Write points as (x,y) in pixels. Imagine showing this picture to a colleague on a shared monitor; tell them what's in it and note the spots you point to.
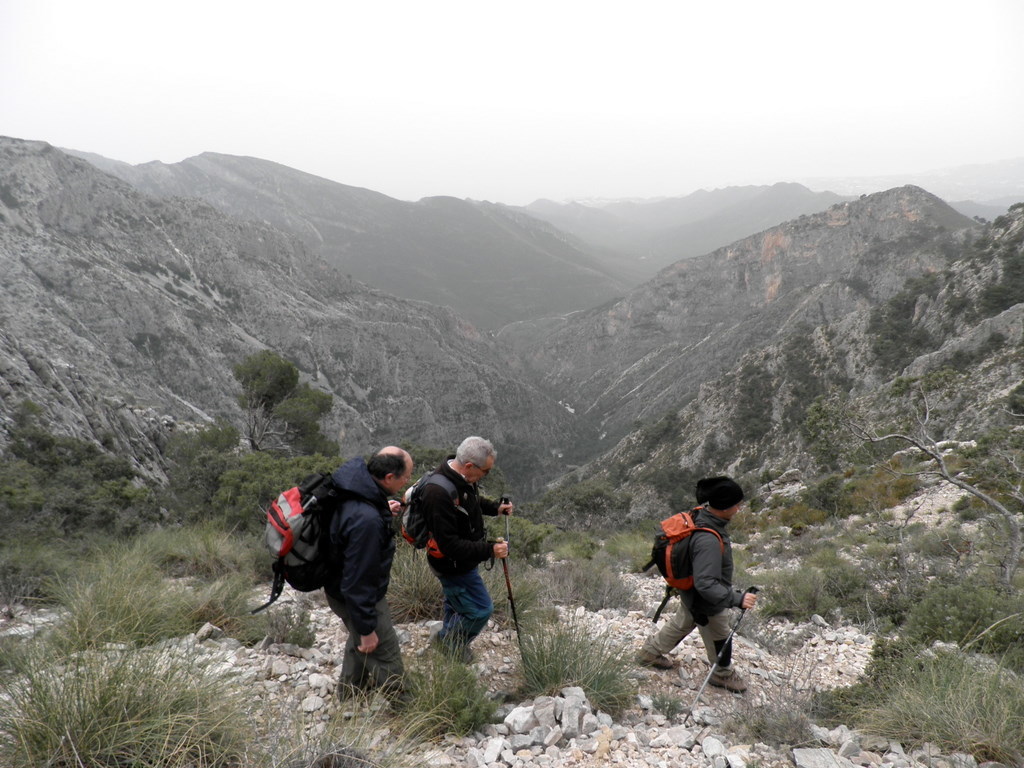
These persons (704,597) wore bags (305,542) and facing towards the right side of the image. Here we can see plants (694,501). Background (961,316) there are mountains (589,259).
